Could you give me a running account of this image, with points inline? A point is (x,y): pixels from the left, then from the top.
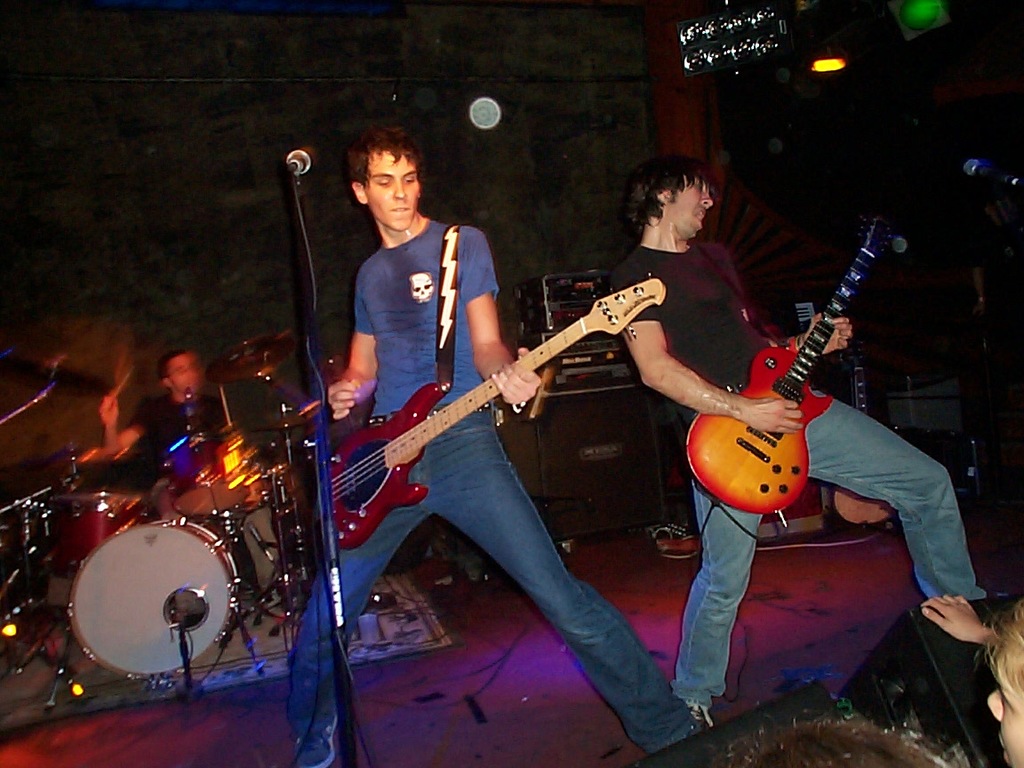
In this picture there are three people (201,410), one of them is playing the guitar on to the right side (858,455), another person (370,369) is holding the guitar (438,435), there is a microphone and a microphone stand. In the backdrop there is a person (166,358) sitting and playing the drum set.
